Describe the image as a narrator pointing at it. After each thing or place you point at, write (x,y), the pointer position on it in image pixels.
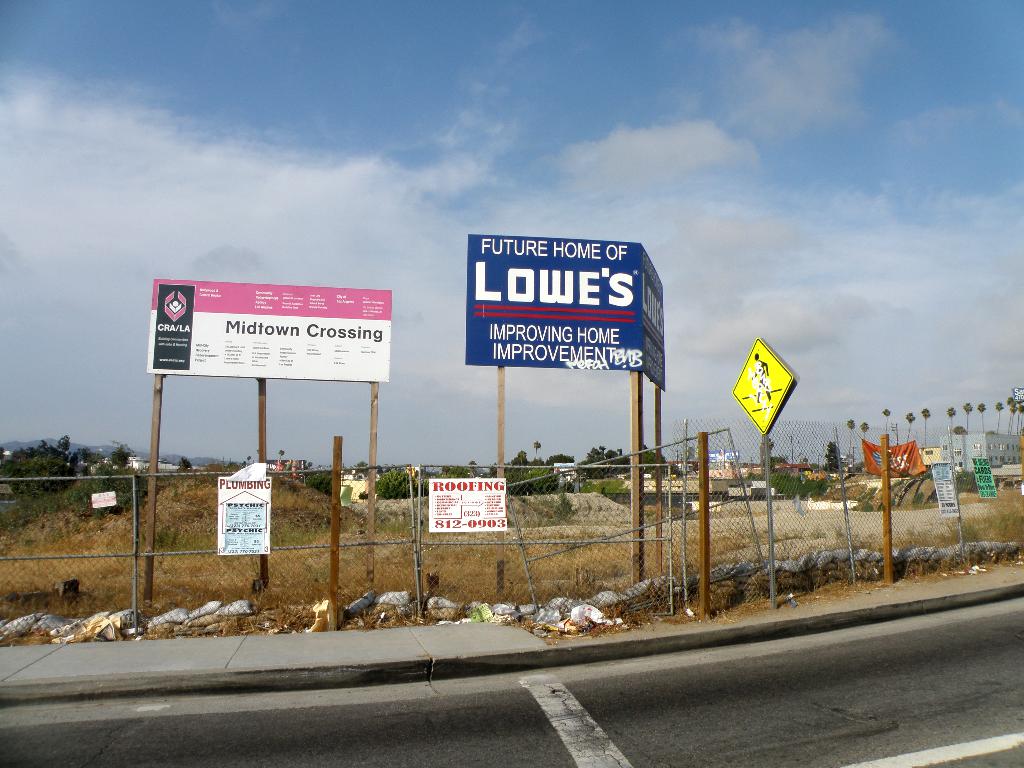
At the bottom of the picture (655,702) I can see the road (869,629). On the right side of the image (980,416) I can see trees (826,464). In the background (595,277), I can see some written text boards (338,358).
